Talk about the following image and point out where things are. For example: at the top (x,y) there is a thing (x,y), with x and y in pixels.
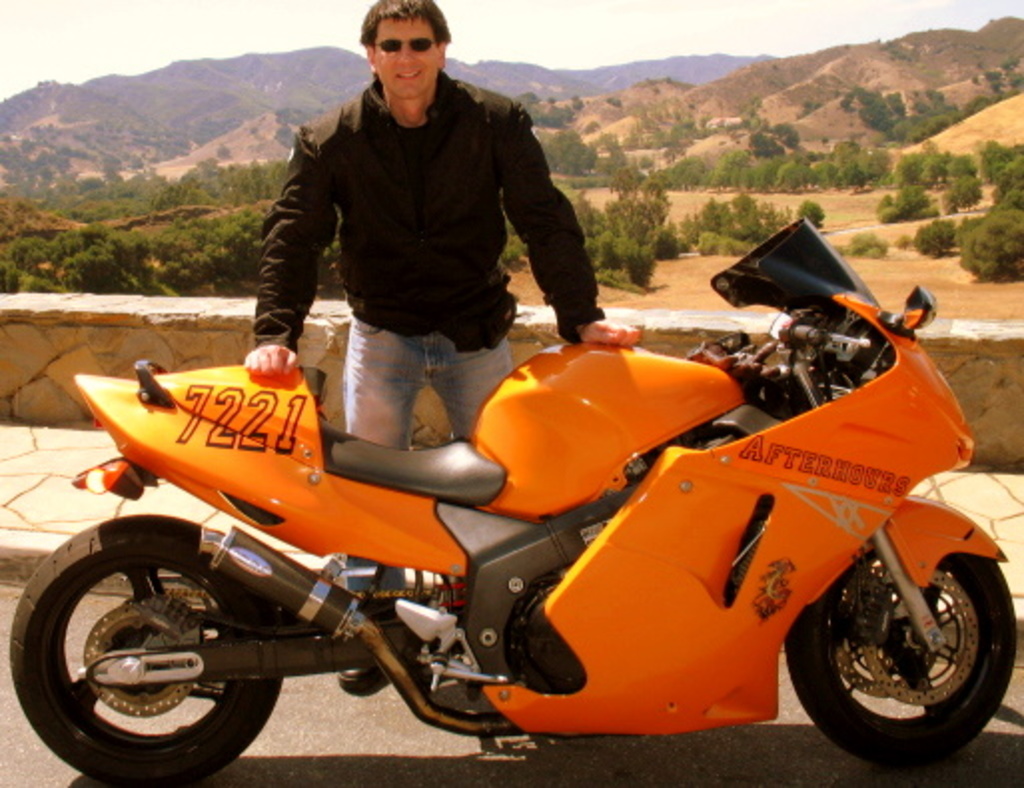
This is an outside view. Here I can see a bike (455,670) on the road (425,743). Behind the bike (546,411) there is a man (367,254) standing, holding the bike (638,364), smiling and giving pose for the picture. At the back of him, I can see the footpath (37,455) and there is a wall (98,333). In the background (607,210) there are many trees (698,182) and hills (678,65). At the top of the image (613,31) I can see the sky (611,12).
